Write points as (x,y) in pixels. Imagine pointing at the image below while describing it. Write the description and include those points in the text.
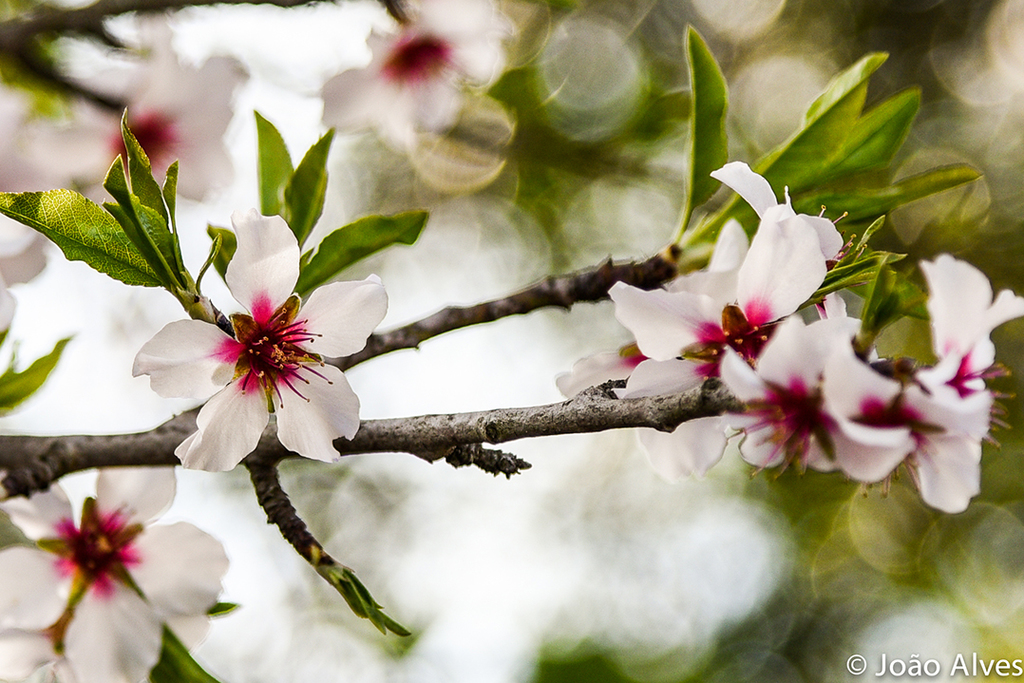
In this picture we can see flowers (290,414), leaves (150,245) and branches (433,449). In the background of the image (497,505) it is blurry. In the bottom right side of the image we can see text (851,666).
